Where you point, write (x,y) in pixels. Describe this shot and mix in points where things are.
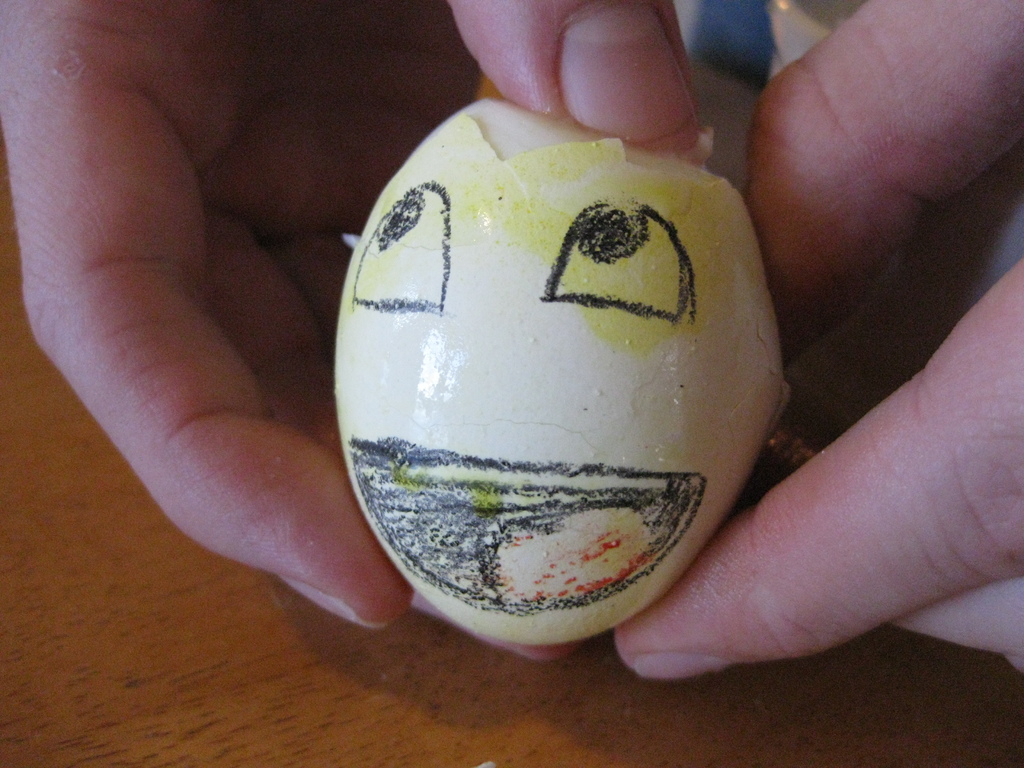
In the picture we can see a person's hand (845,276) holding an egg (762,337) with an art (656,266) on the egg shell (596,420). Here we can see the wooden surface (232,736).
